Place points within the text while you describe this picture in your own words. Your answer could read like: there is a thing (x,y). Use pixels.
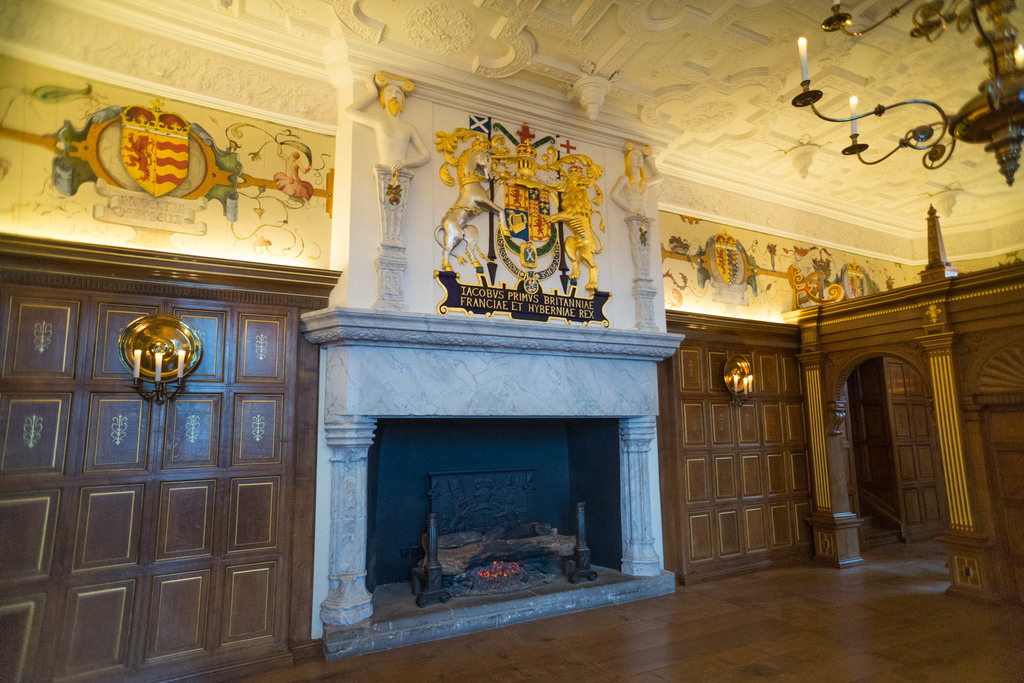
In this image I can see doors (925,459) in brown color, in front (397,494) I can see a fireplace (581,593). Background (697,248) I can see few statues (635,175), candles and the wall (711,201) is in white color.
